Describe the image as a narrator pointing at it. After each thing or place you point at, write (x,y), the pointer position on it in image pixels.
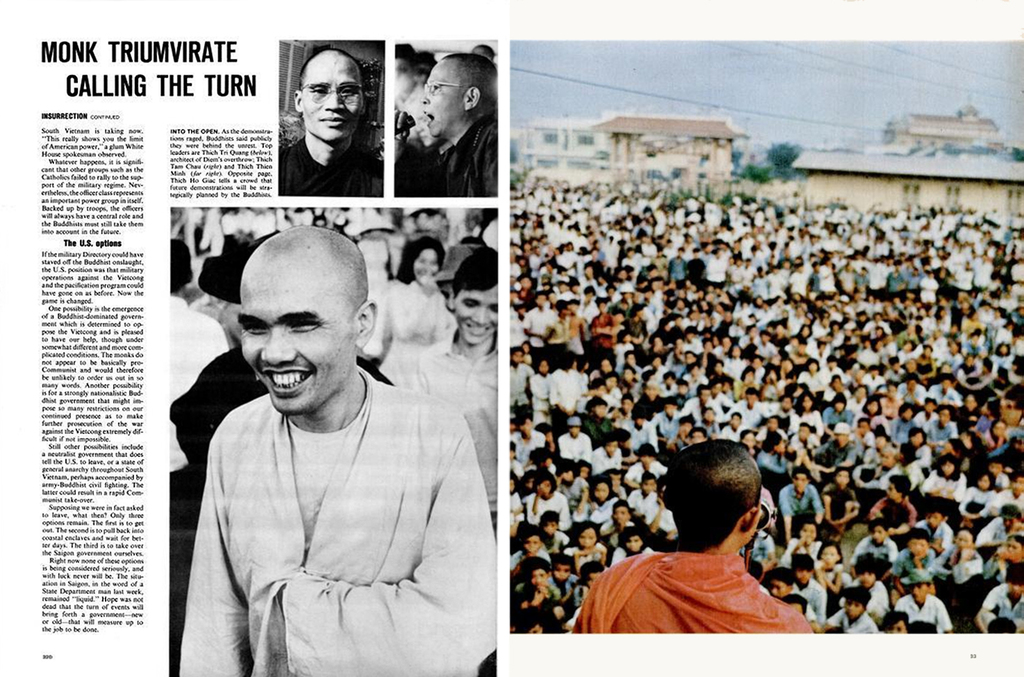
In this image there is a poster (399,593) having pictures (430,564) and some text (63,280). Right side (719,565) there is a person (716,491). Before him there are people (720,330). Background (878,184) there are buildings (833,165) and trees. Left side (131,572) there is some text (212,150). Beside there are images (383,254) of people (408,260).
